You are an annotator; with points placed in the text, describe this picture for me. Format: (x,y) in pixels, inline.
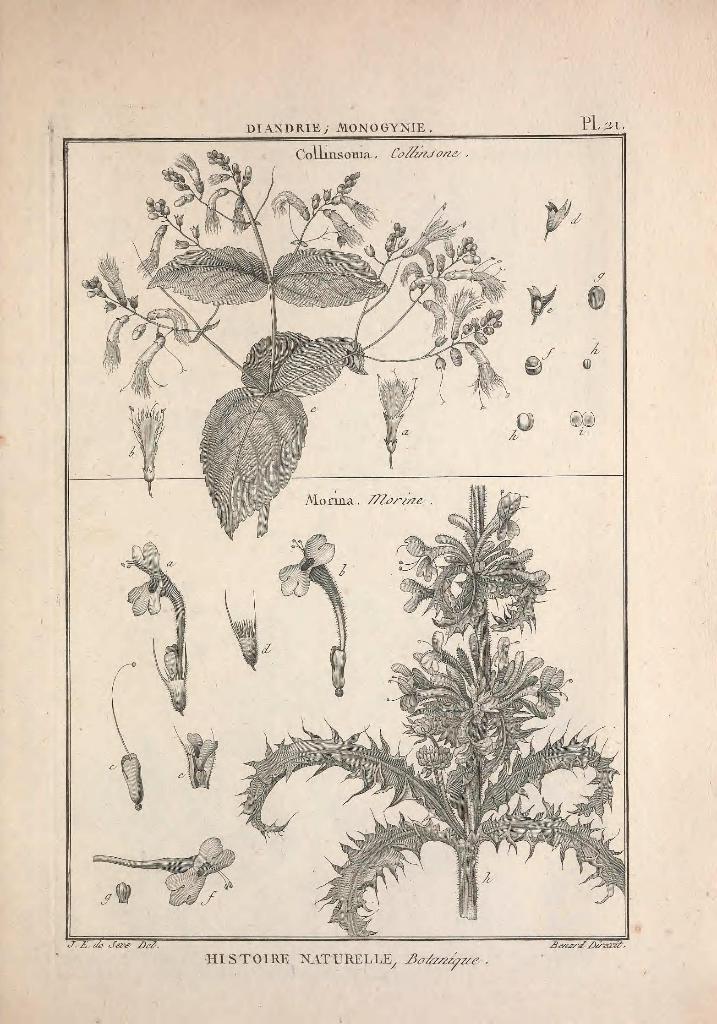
In this image we can see pictures (465,264) of plants (467,730) and flowers (184,664) printed on the paper (553,494). At the bottom (285,959) there is text (344,957).
